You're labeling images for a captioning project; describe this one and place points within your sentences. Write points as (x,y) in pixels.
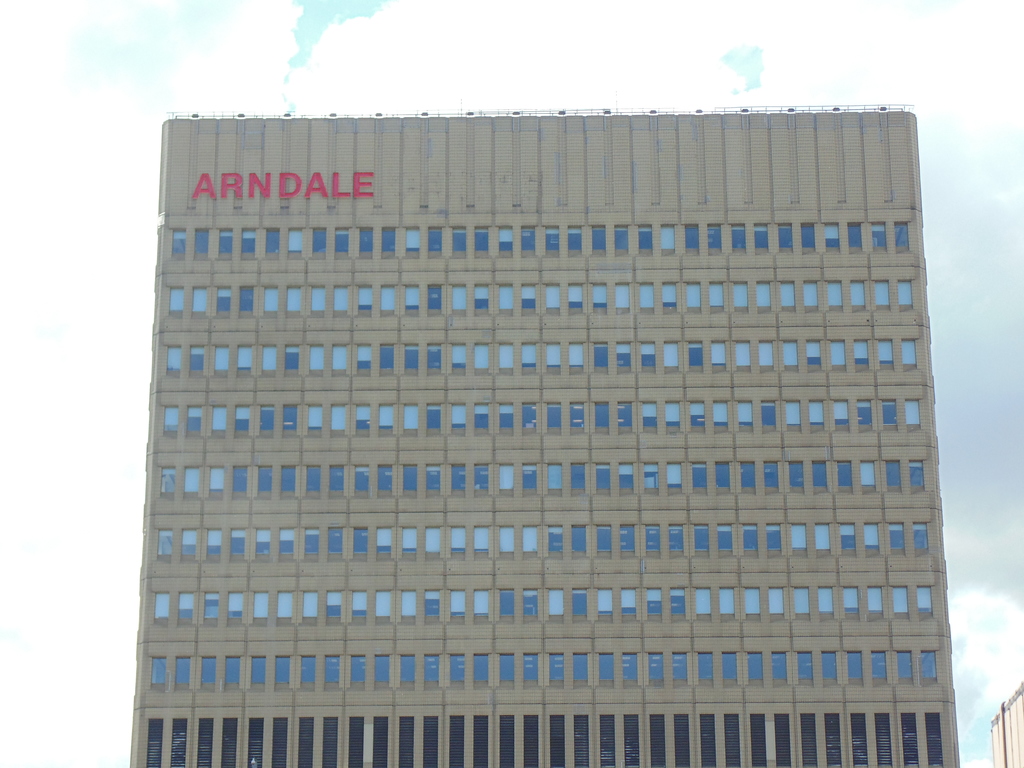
In this image we can see a building (257,423) with glass windows (529,416). The sky (299,73) is covered with clouds (17,522).
